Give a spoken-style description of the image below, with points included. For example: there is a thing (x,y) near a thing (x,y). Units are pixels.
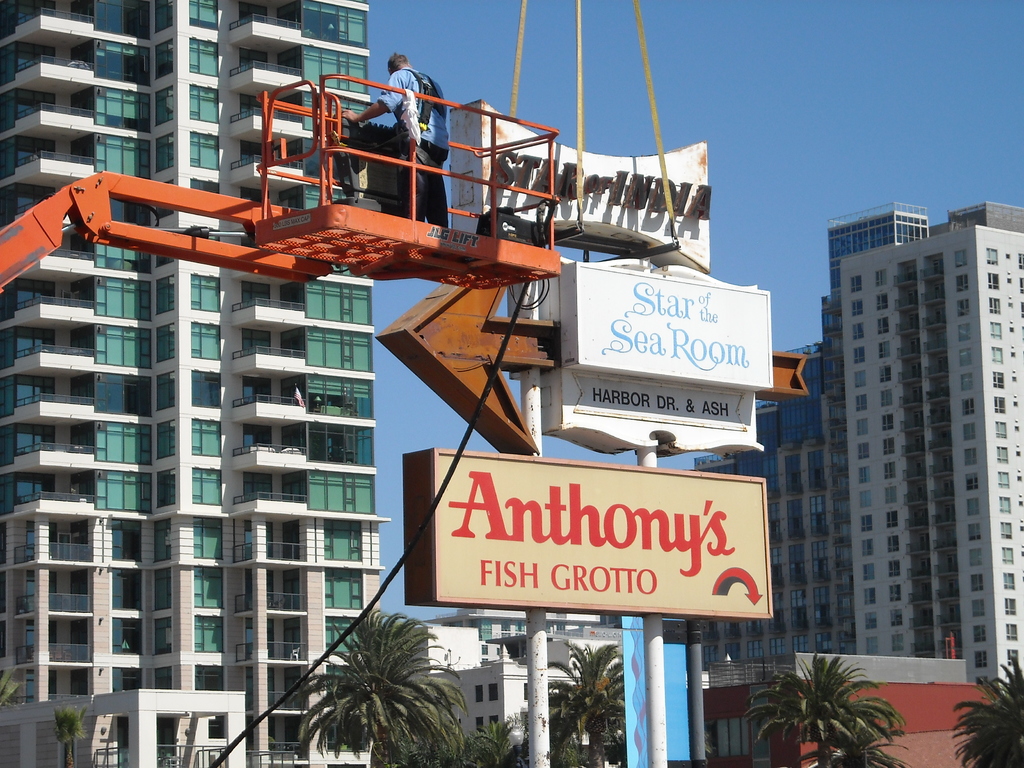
In this image I can see at the bottom (862,752) there are trees (754,709), in the middle (652,489) it looks like there are hoardings (598,430). On the left side (325,197) it looks like there is the crane (480,251), a man (419,156) is standing on it. At the back side (323,295) there are buildings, at the top (788,56) it is the sky (840,64).
